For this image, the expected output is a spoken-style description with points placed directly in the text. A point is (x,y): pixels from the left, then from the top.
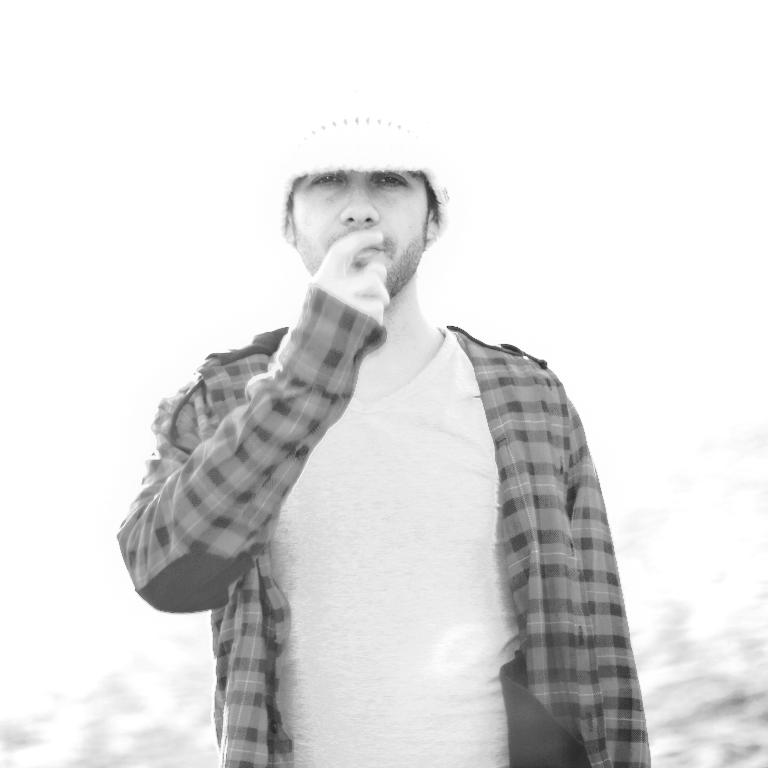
In the foreground of this black and white image, there is a man (454,569) standing, wearing a shirt (218,494) and there is a white background (698,266).
